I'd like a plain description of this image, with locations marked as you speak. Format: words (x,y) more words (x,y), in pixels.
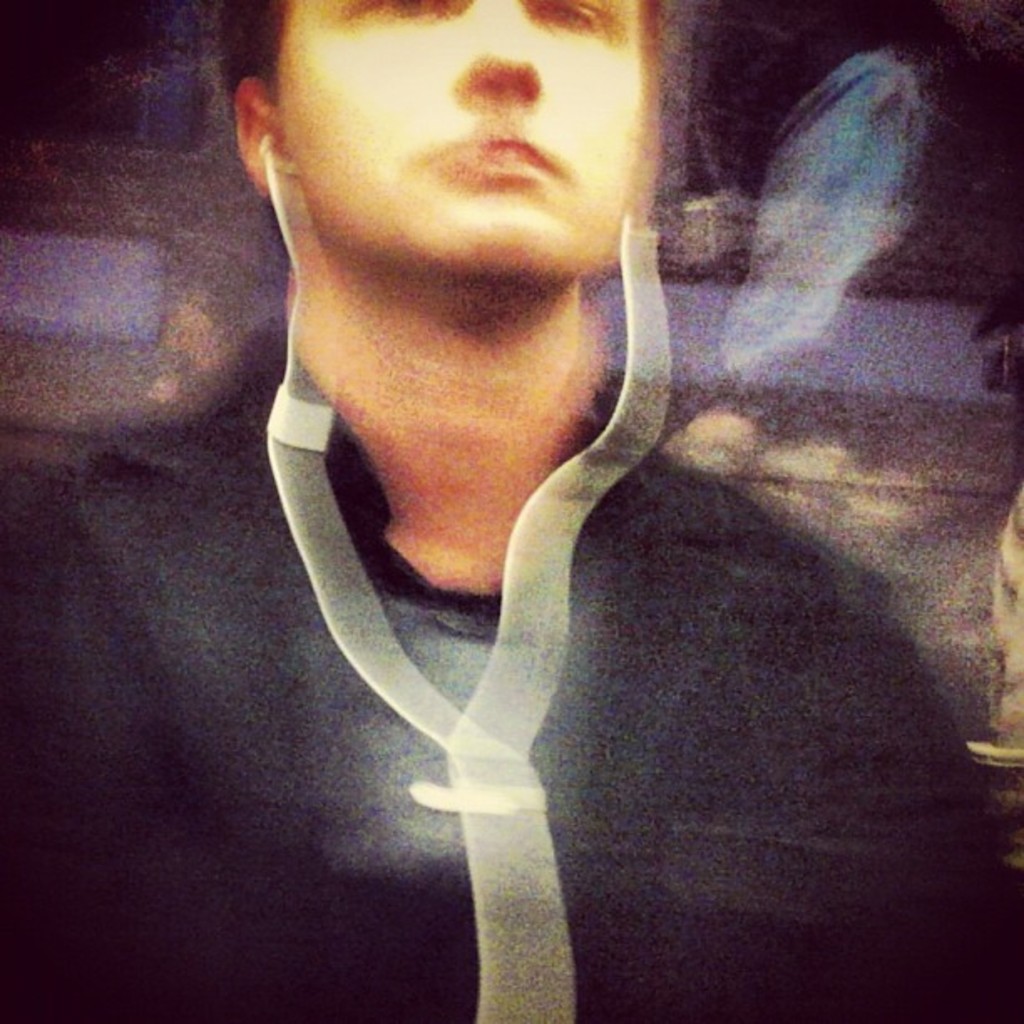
This is a blur image. In this image, in the middle (438,421), we can see a man (398,223) wearing a black color dress (727,812) and keeping headphones (613,464) in his ear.
